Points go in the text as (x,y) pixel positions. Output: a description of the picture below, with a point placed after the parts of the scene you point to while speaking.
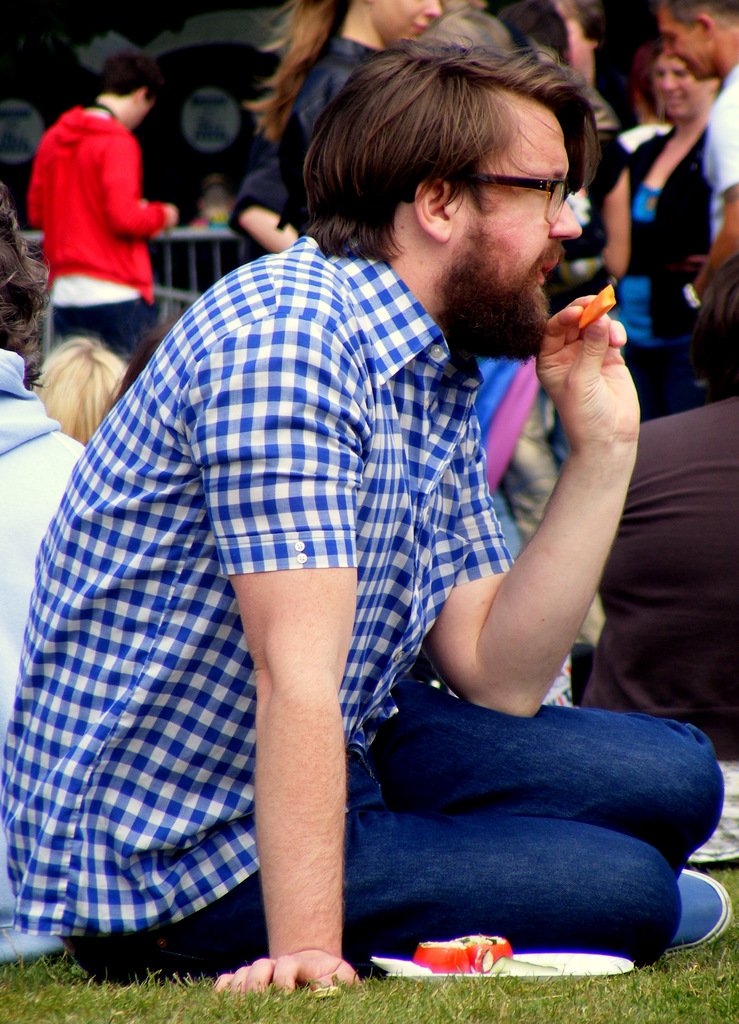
In this picture we can see a man (247,576) is sitting on the grass path (56,990) and behind the man (291,442), there are groups of people (715,494) sitting and some people (84,204) are standing and on the path (485,990) there is a plate (481,962) with some food items (452,957).
